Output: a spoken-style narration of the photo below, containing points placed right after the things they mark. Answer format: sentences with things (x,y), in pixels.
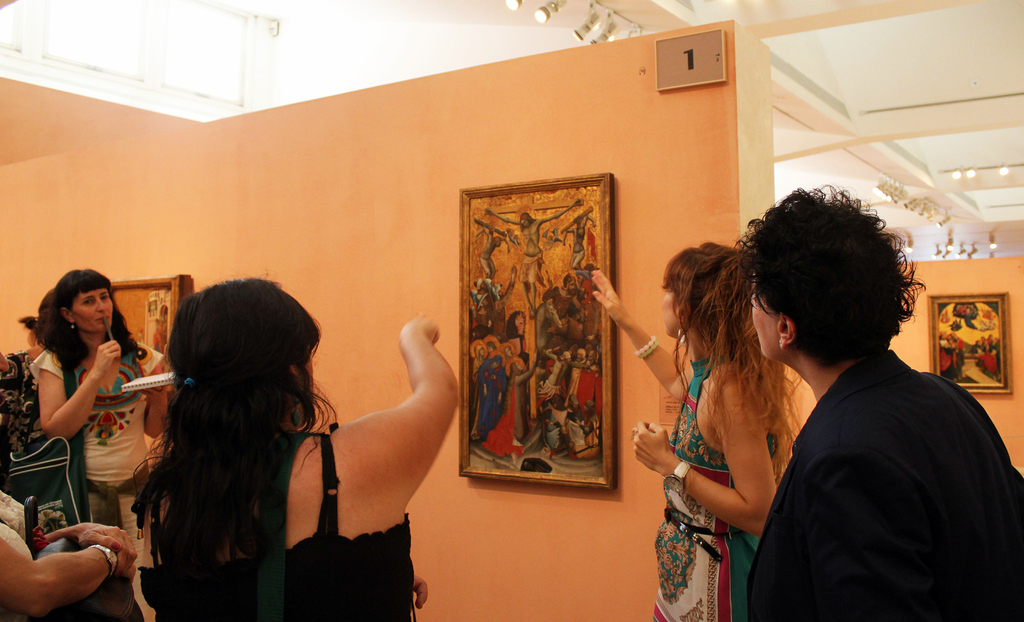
This picture is inside view of a room (447,340). We can see some persons (93,453) are standing. In the center of the image (552,292) a frame (550,259) is present. In the background of the image (335,196) wall (348,149) is there. At the top of the image (568,29) we can see the lights (580,36), roof (801,27), a sign board (694,71) are present. On the left side of the image (112,337) a lady (113,366) is standing and holding a book (160,382), pen (110,337) and carrying a bag (75,385).
